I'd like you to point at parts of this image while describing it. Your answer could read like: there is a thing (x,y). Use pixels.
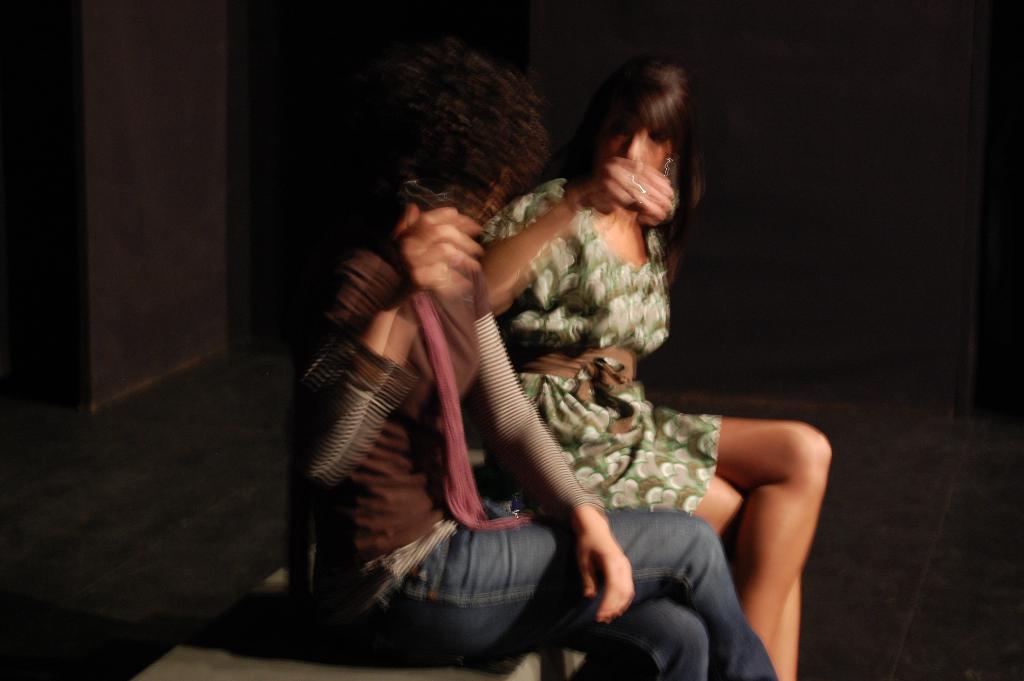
There are two women (481,542) sitting on a table (264,668) as we can see in the middle of this image (510,446). We can see a wall (178,219) in the background (760,212).
